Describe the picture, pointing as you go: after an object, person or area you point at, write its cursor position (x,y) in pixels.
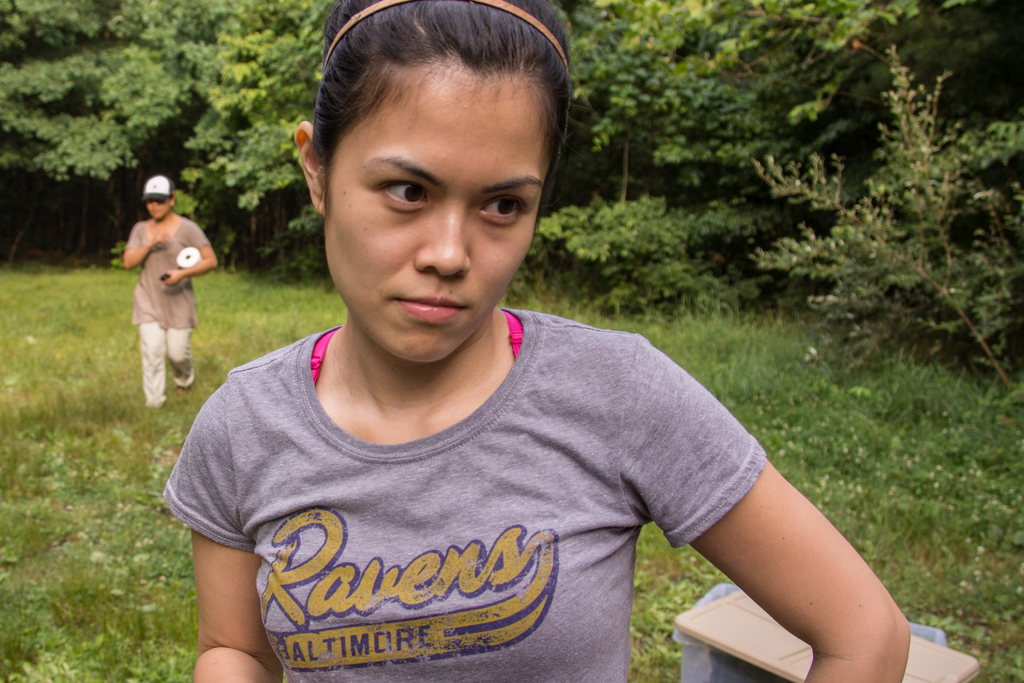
Here I can see a woman (379,530) wearing t-shirt (461,493) and looking at the right side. On the left side (172,271) there is another person (169,338) holding a bundle (180,260) and a mobile (165,279) in the hand (178,274) and walking. On the ground (107,563), I can see the grass (86,551) and some plants (99,550). In the bottom right (744,636) there is a plastic bin (719,658) on which a lid (761,636) is placed. In the background (824,126) there are many trees (808,45).
